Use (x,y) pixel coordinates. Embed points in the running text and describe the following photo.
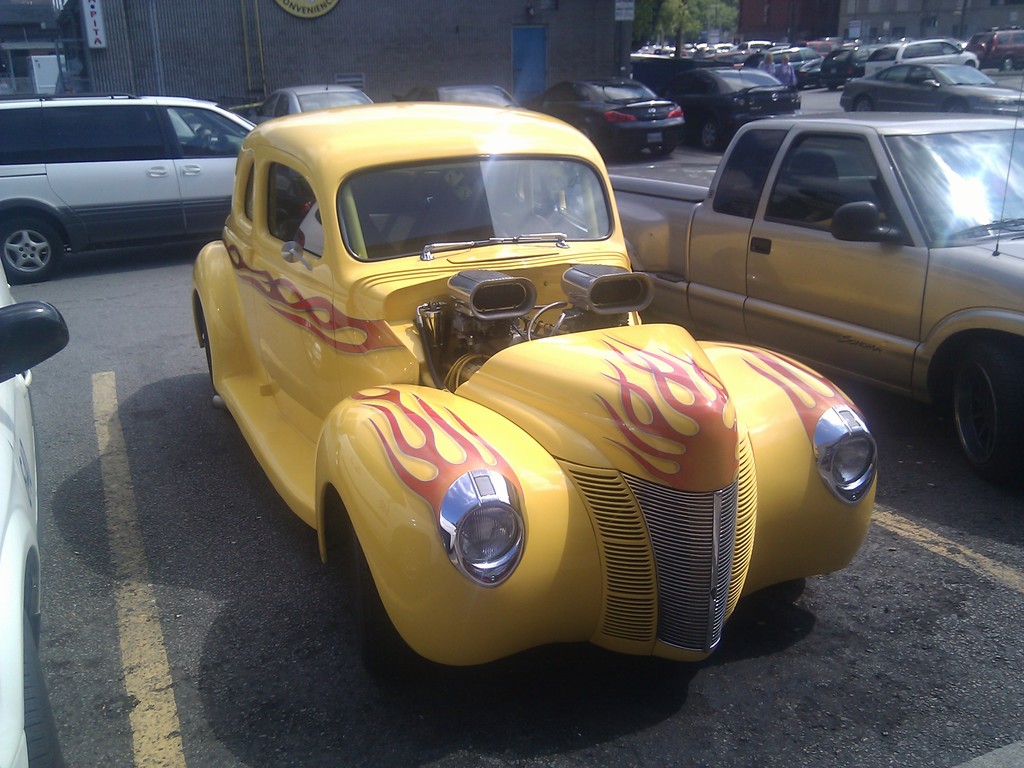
In the center of the image (460,293) we can see a few vehicles (494,329) on the road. And the middle car (685,443) is in red and yellow color. In the background (58,7), we can see buildings (398,1), trees (653,6), poles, banners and a few other objects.
